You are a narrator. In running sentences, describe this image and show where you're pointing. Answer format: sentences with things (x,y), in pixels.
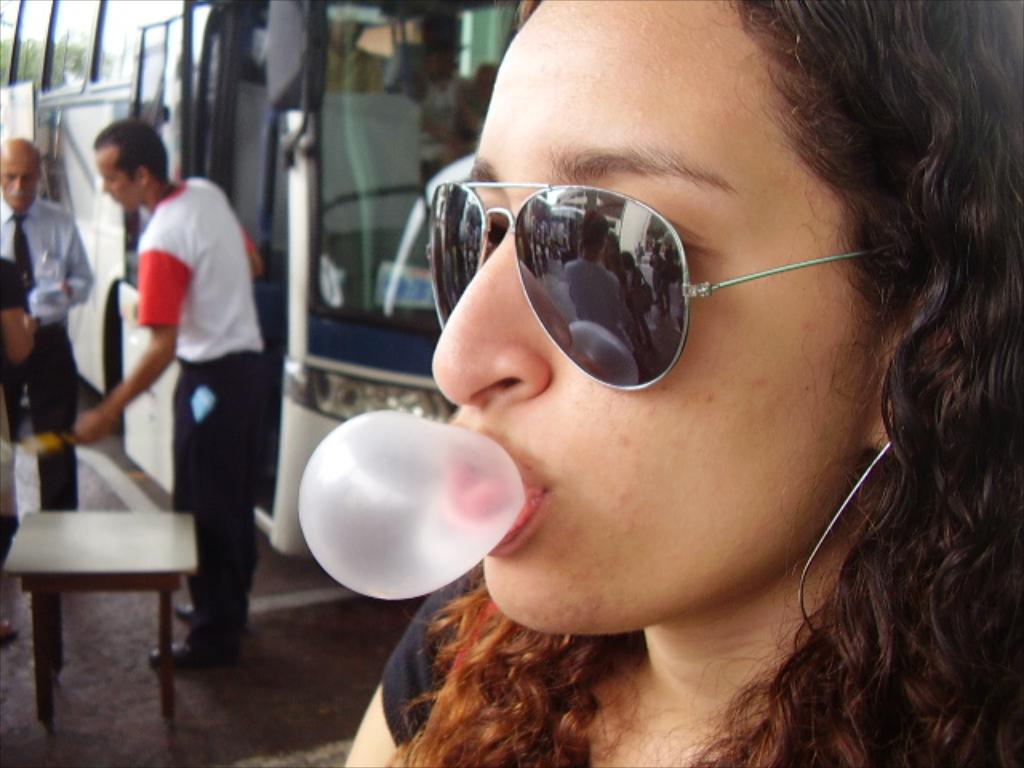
In this picture we can see a woman (563,691). She has goggles (571,310). And here we can see two persons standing on the floor (140,605). This is table (159,530) and there is a vehicle (337,134).
